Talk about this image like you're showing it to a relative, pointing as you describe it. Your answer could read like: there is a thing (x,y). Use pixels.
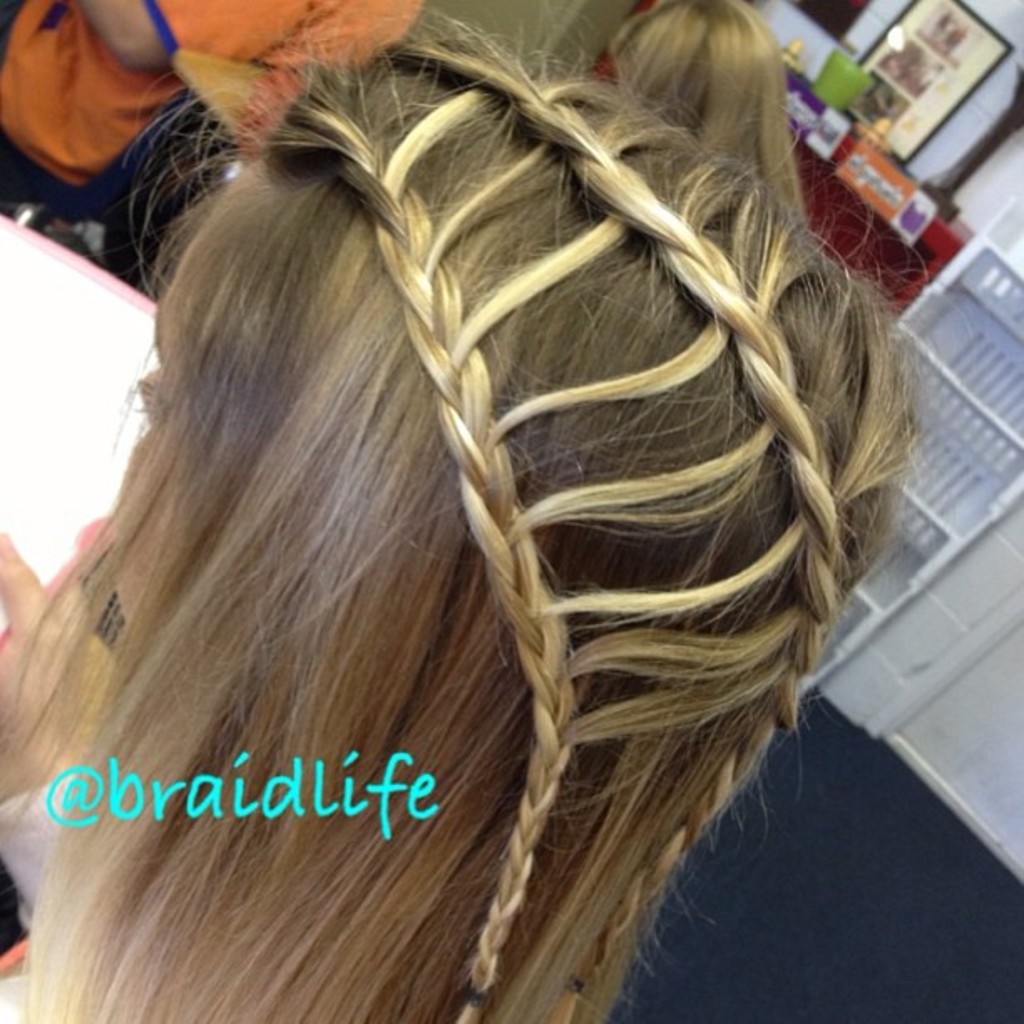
In this image we can see the head (711,638) of a person (687,620). On the backside (924,374) we can see some people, objects (884,193) placed on the surface (854,204), some shelves (938,364) and a photo frame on a wall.
